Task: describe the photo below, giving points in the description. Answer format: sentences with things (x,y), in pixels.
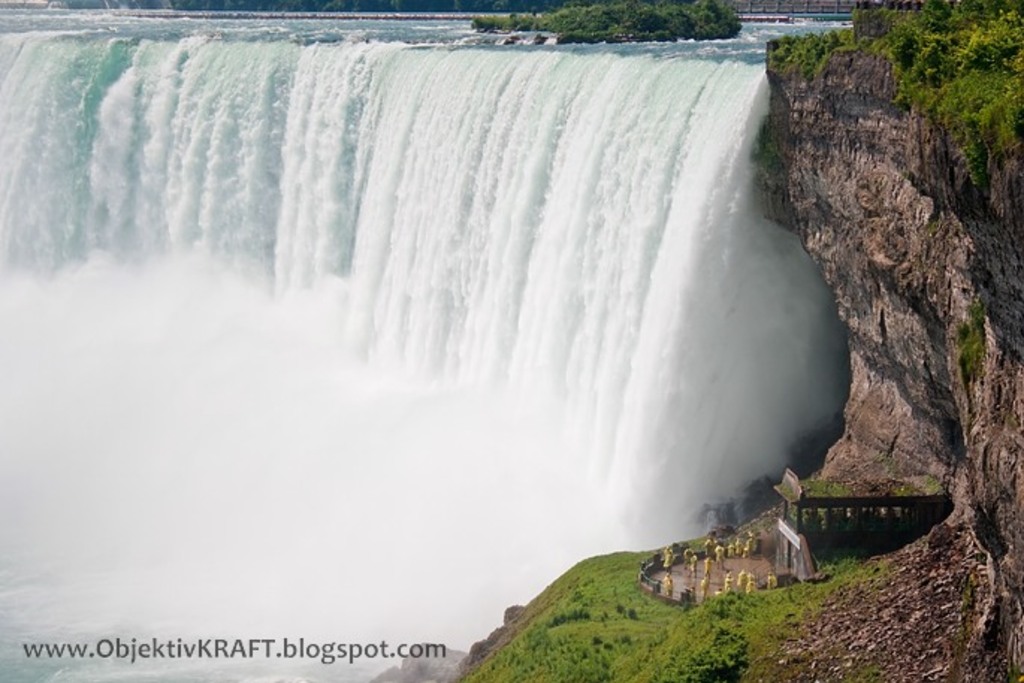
In this image there is a waterfall (431,250). To the right (905,299) there are rocky mountains (935,380). There are plants (908,67) on the mountains (839,612). There is a house (857,511) on the mountains (899,304). In front of the house (871,520) there are a few people (710,547) standing. In the bottom left (117,656) there is text (243,642) on the image. At the top (571,37) there are trees (604,23) on the water (460,36).
